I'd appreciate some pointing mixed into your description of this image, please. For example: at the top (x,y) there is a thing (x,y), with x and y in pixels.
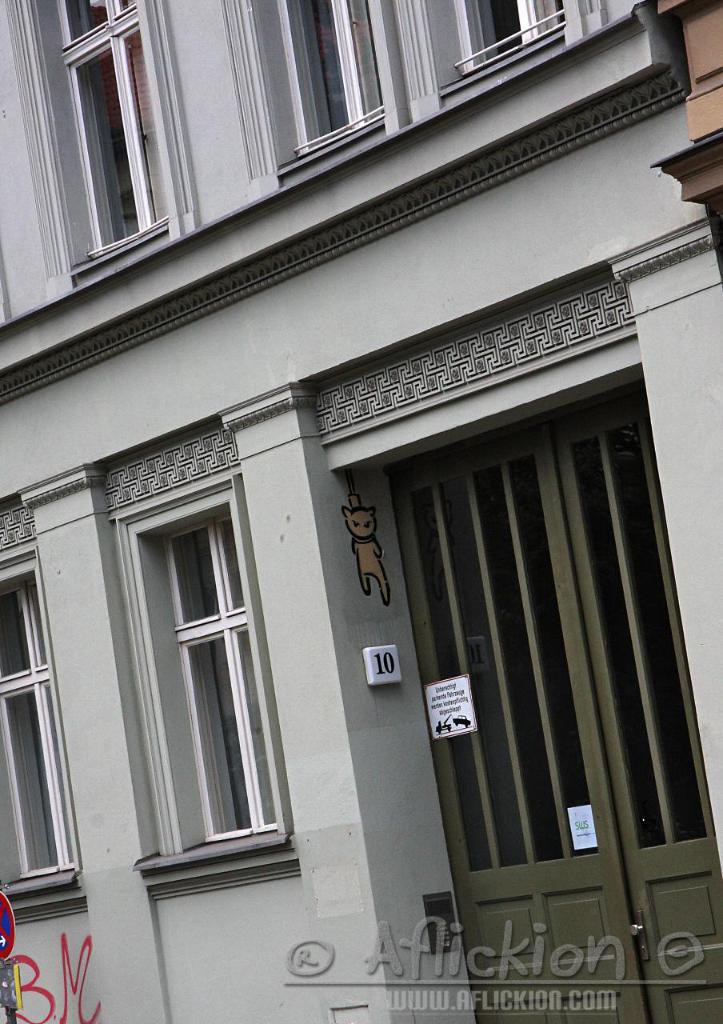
Building (522,70) with windows (188,666). Bottom of the image (450,952) there is a watermark (487,968). Here we can see a signboard (10,931).
